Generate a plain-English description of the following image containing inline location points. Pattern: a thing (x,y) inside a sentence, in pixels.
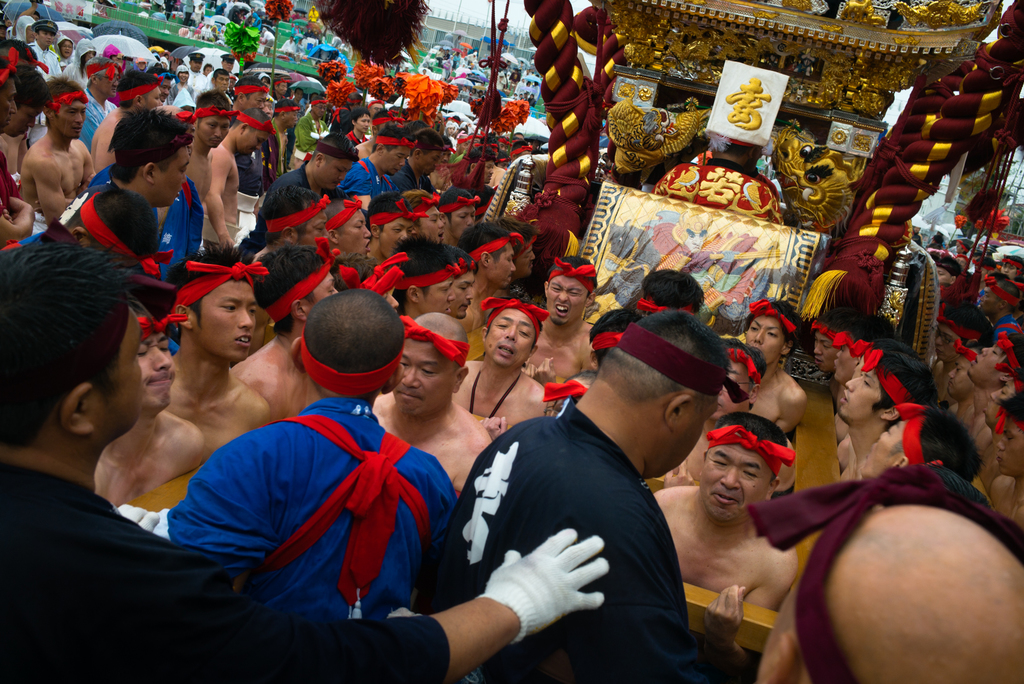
In this image I see number of people (986,651) and I see a red board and silver color thing (807,102) over here and I see something is written over here.
